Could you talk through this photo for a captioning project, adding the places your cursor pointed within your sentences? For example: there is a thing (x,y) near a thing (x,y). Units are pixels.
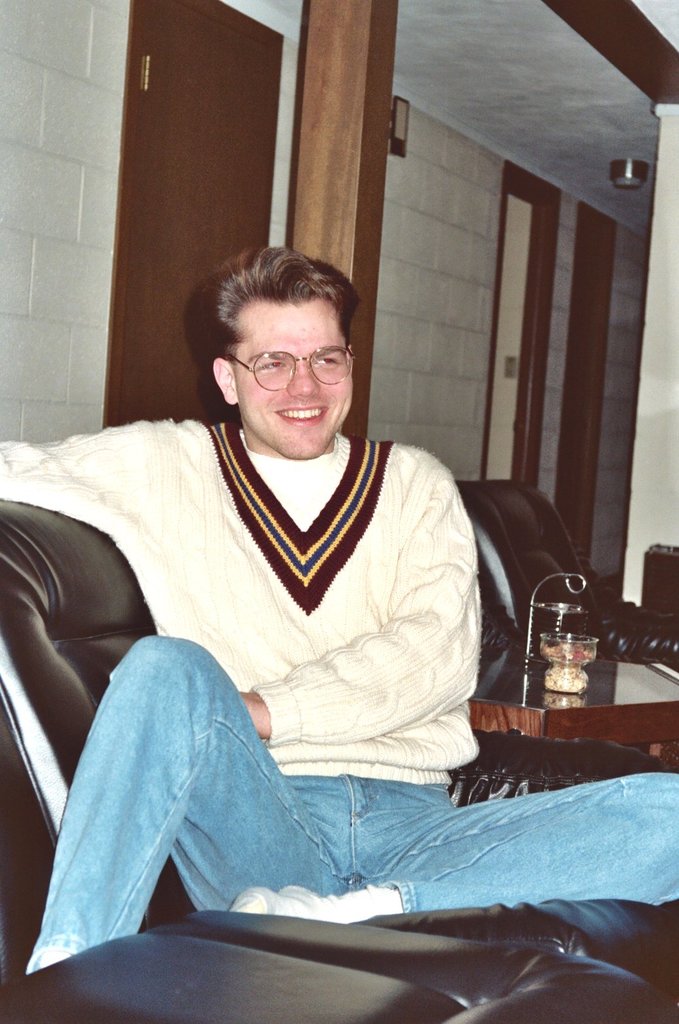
In this image I can see a man (85,790) wearing white jacket (363,620), sitting on the sofa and smiling. In the background (233,214) I can see a wall (479,253) and door (139,157). Just at the back (333,240) this person (318,270) there is a pillar (340,229). On the right side of the image (569,718) i. e. in front of the sofa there is a small table (576,710) and one bowl (569,682) is there on it.
